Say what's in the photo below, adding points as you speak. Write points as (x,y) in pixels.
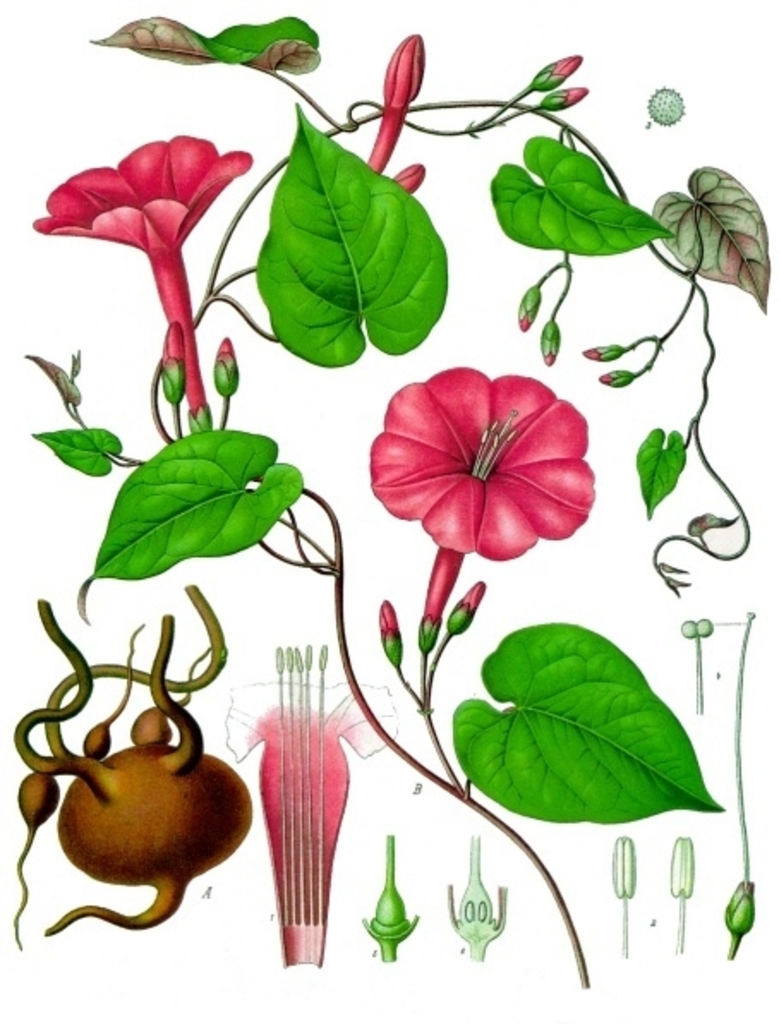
In the picture I can see the flowers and green leaves (508,723).
